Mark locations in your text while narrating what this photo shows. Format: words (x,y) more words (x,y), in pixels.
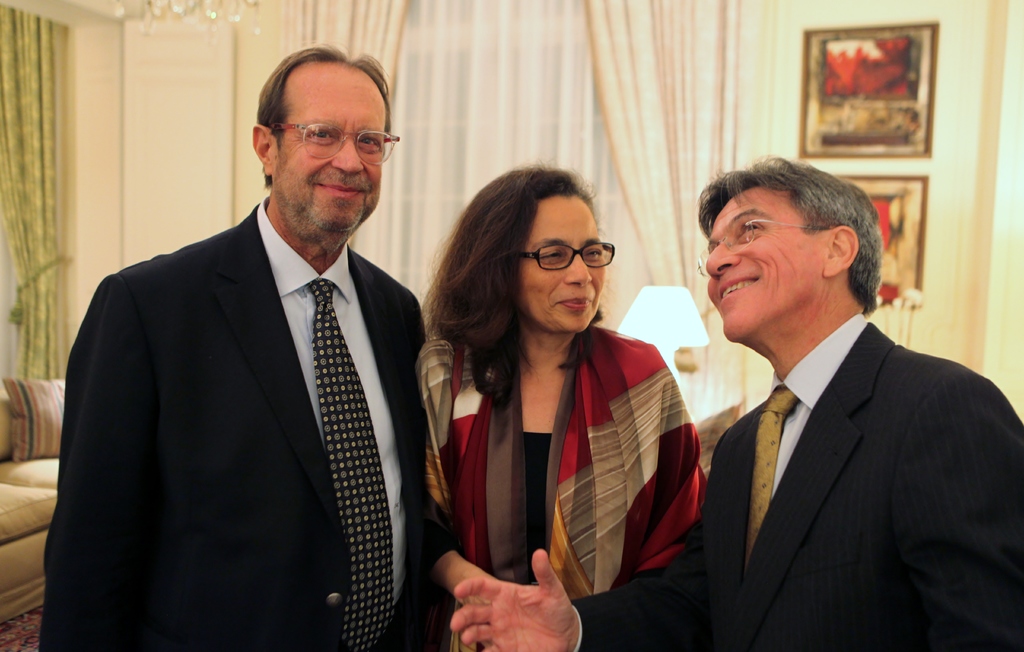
In this image I can see three person (501,352) standing, the person (875,401) at right (874,400) wearing black blazer (850,390), white shirt (809,370), brown tie (769,450) and the person (560,460) in the middle (530,384) wearing red, cream and black color dress (558,473) and the person (358,469) at left (273,466) wearing black blazer (265,438), white shirt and black tie (336,406). Background (911,119) I can see few frames (898,126) attached to the wall (936,137) and the wall (936,137) is in cream color. I can also see few curtains (567,126) in green and white color and I can also see a lamp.
